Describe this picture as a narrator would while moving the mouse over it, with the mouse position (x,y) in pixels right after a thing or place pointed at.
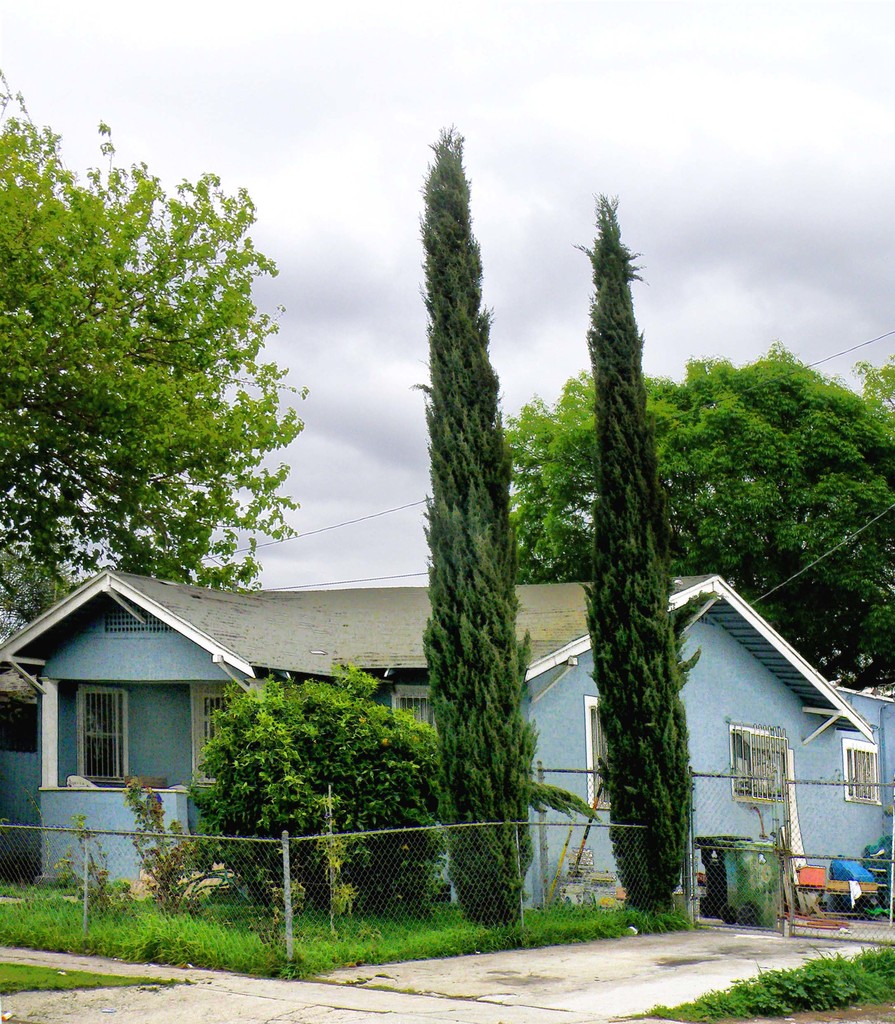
In the image we can see there are tall trees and there are houses (841,826). There are household items (825,902) kept outside on the ground (761,968). The ground (9,981) is covered with grass (9,981) and there is an iron fencing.
